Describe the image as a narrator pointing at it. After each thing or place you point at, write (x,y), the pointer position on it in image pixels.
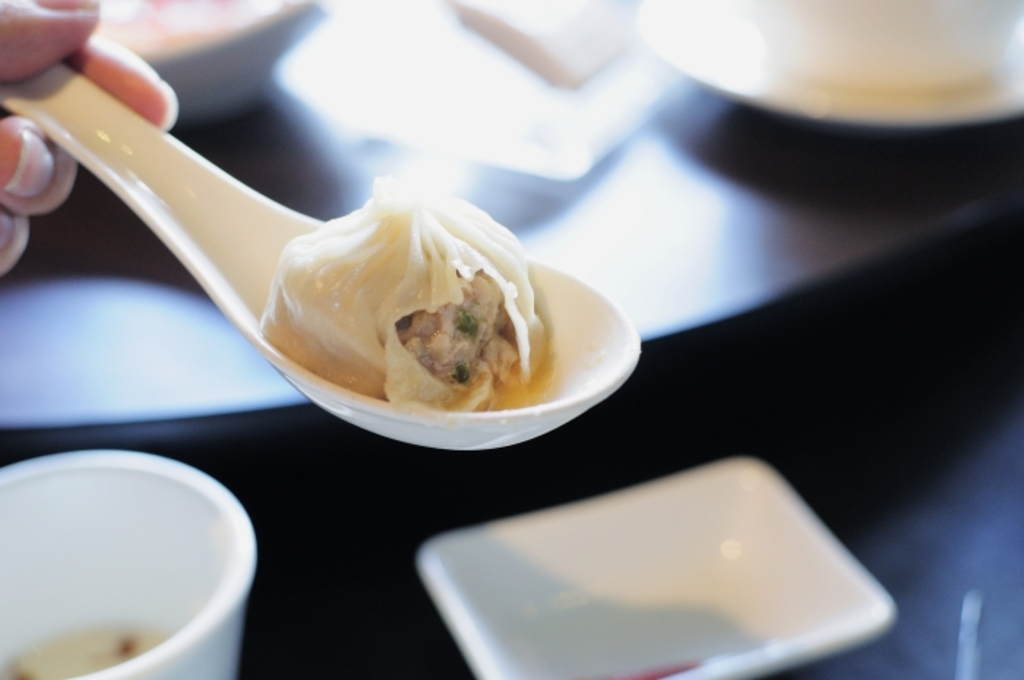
In the center of the image (665,272) there is a platform (654,467). On the platform (902,415), we can see bowls (101,542) and a few other objects (711,4). At the top left side of the image (68,120), we can see human fingers (65,191) holding a spoon (155,181). In the spoon (209,251), we can see some food item (372,299).
